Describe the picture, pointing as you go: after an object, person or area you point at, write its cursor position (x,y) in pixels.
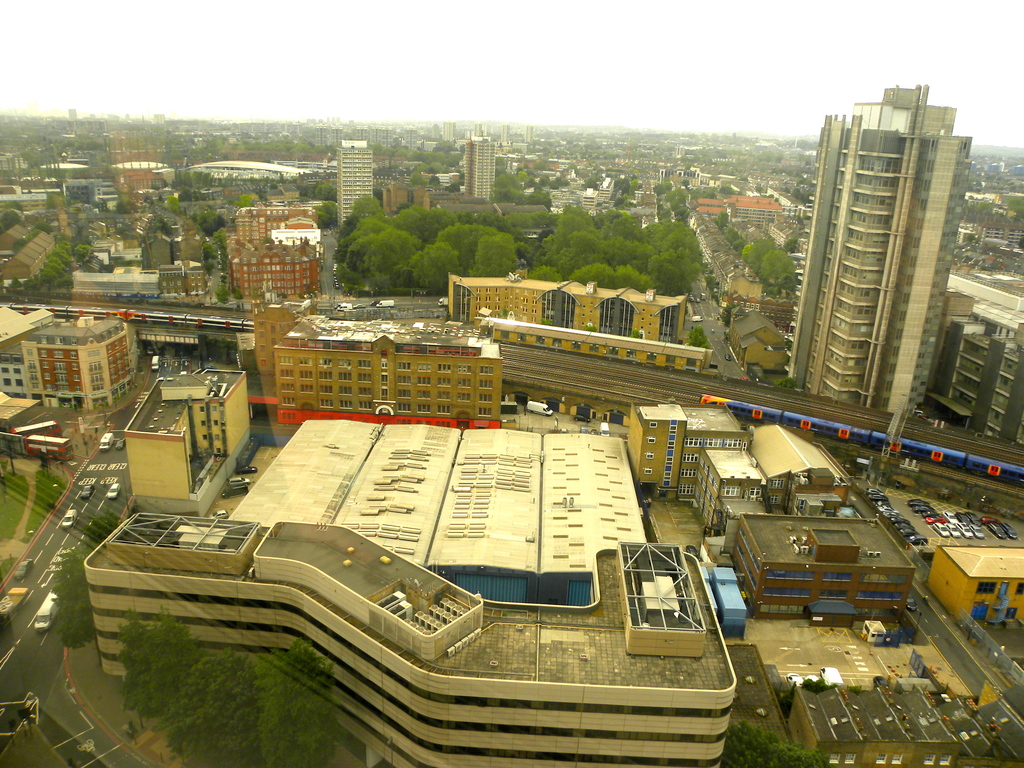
This is an aerial view. In this picture we can see the buildings (474,588), trees (209,686), road (30,581), some vehicles (21,594), train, railway track (618,371), sheds (498,479). At the top of the image (407,60) we can see the sky (378,80).
